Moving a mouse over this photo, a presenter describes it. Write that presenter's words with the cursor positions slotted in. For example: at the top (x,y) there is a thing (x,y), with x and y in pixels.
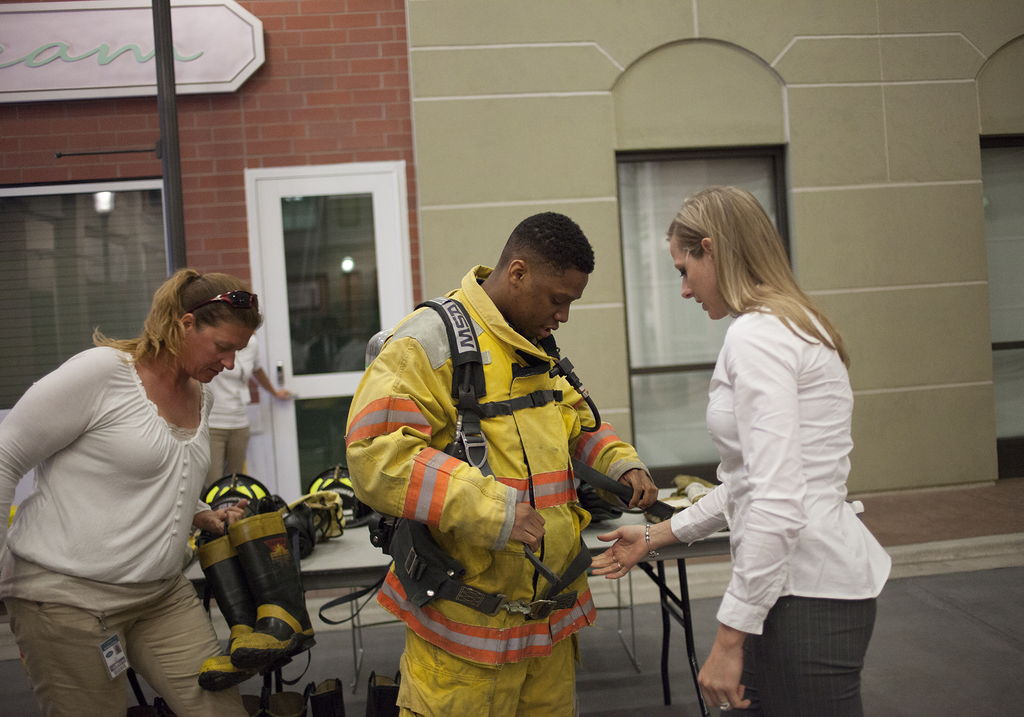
In the center of the image (425,465), we can see people (830,401) standing and one of them (420,475) is wearing safety suit (476,475) and there is an another person (181,526) holding shoes (235,586). In the background (274,139), we can see a pole (175,190) and a building (648,143). At the bottom (920,652), there is road (918,642).
